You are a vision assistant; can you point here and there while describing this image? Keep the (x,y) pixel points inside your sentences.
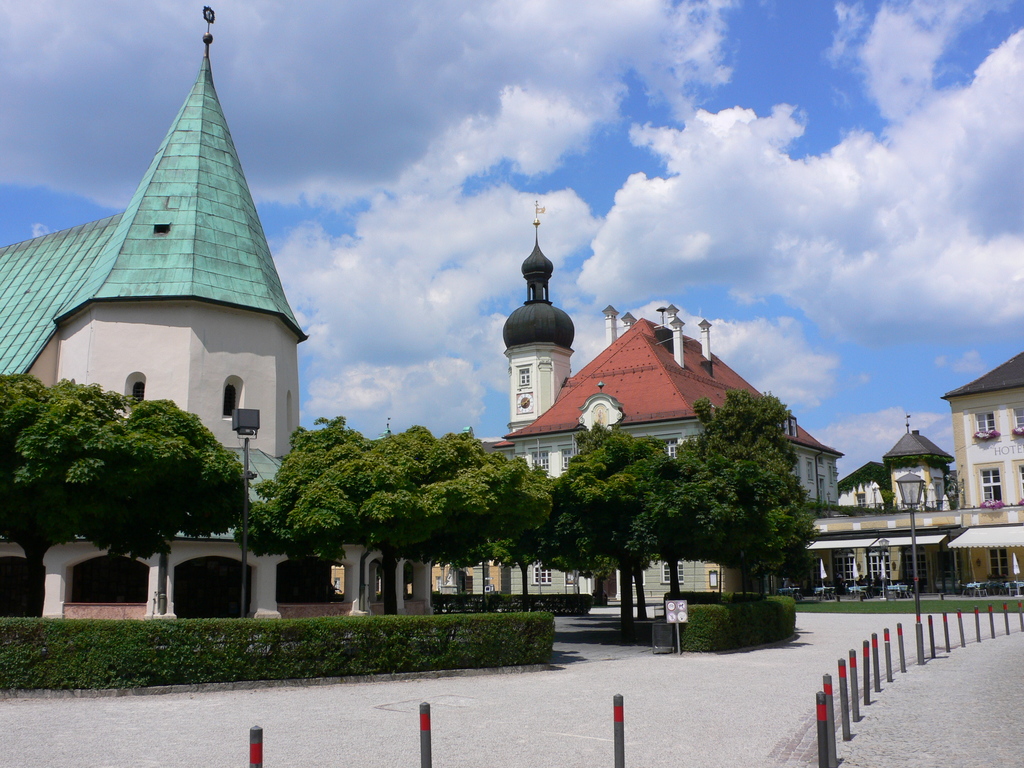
On the right side (910,482) there are small poles (929,616), street light pole (914,494) and buildings (921,514) with windows (908,558) and doors (919,564). On the left side (193,482) there is a building (286,350) with pillars (348,572), bushes (395,646) and trees (390,587). In the back (470,168) there is a building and sky (633,179) with clouds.
